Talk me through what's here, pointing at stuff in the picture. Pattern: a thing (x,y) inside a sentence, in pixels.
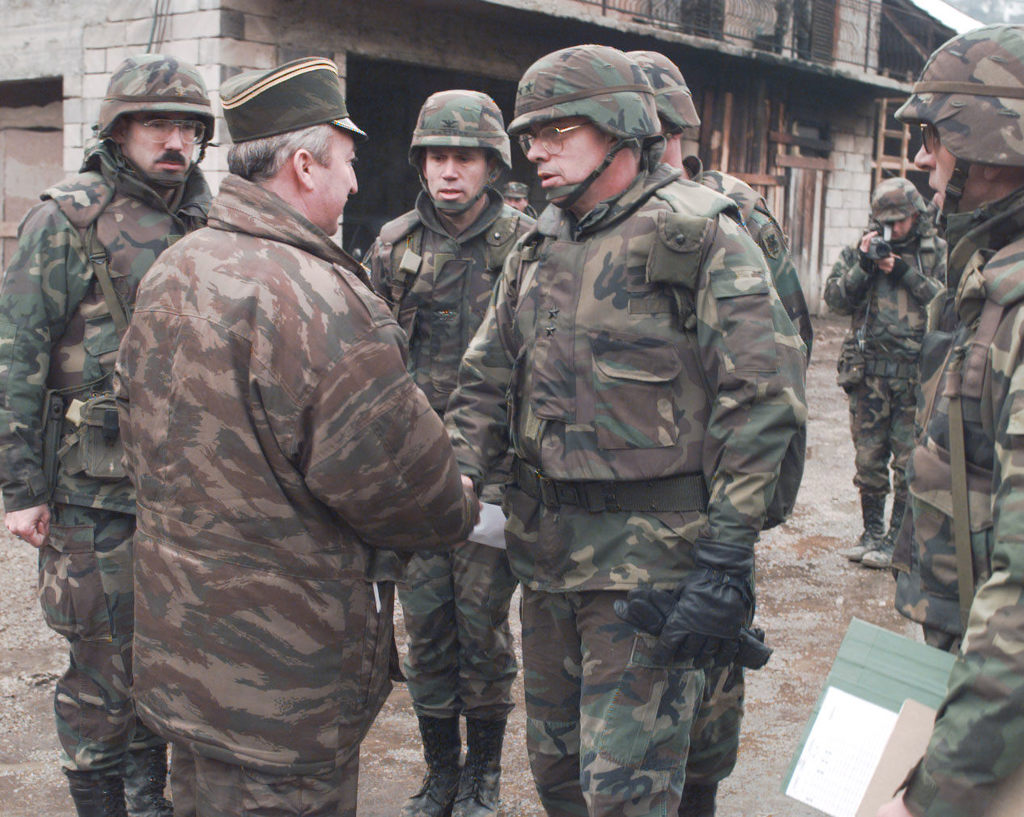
In this picture we can see a group of people (406,397) standing. On the right side of the image (874,715), a person (933,481) is holding some objects (871,678). Behind the people (413,390), there is a house (555,36).
